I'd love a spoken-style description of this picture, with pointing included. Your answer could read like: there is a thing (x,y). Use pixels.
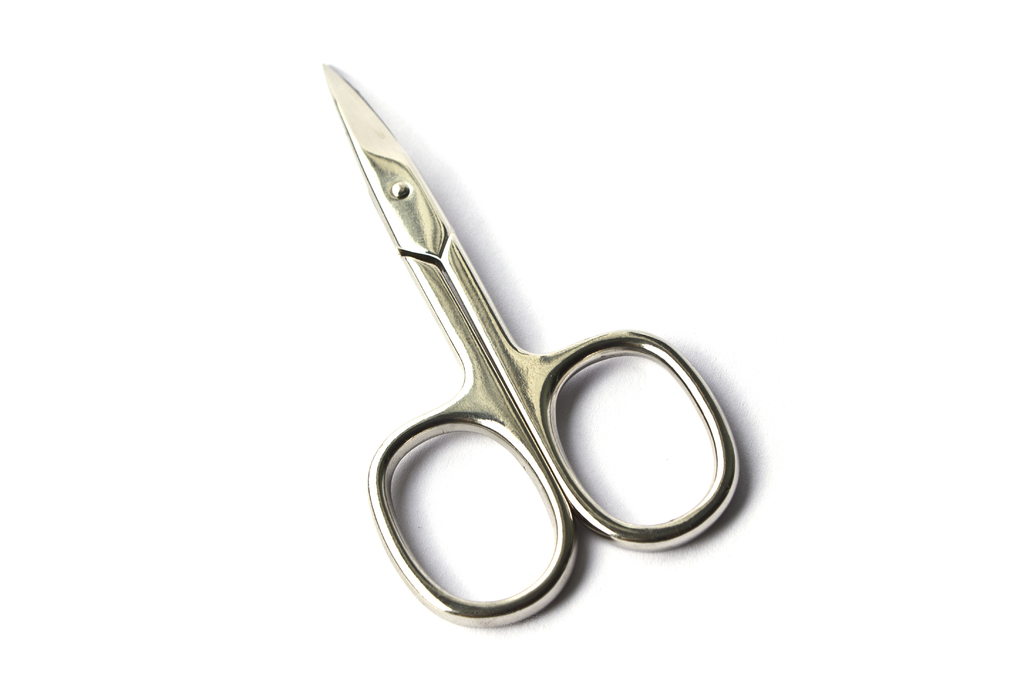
In the center of this picture (490,359) we can see a scissors (691,371) is placed on a surface (130,222) of a white color object (370,245).
